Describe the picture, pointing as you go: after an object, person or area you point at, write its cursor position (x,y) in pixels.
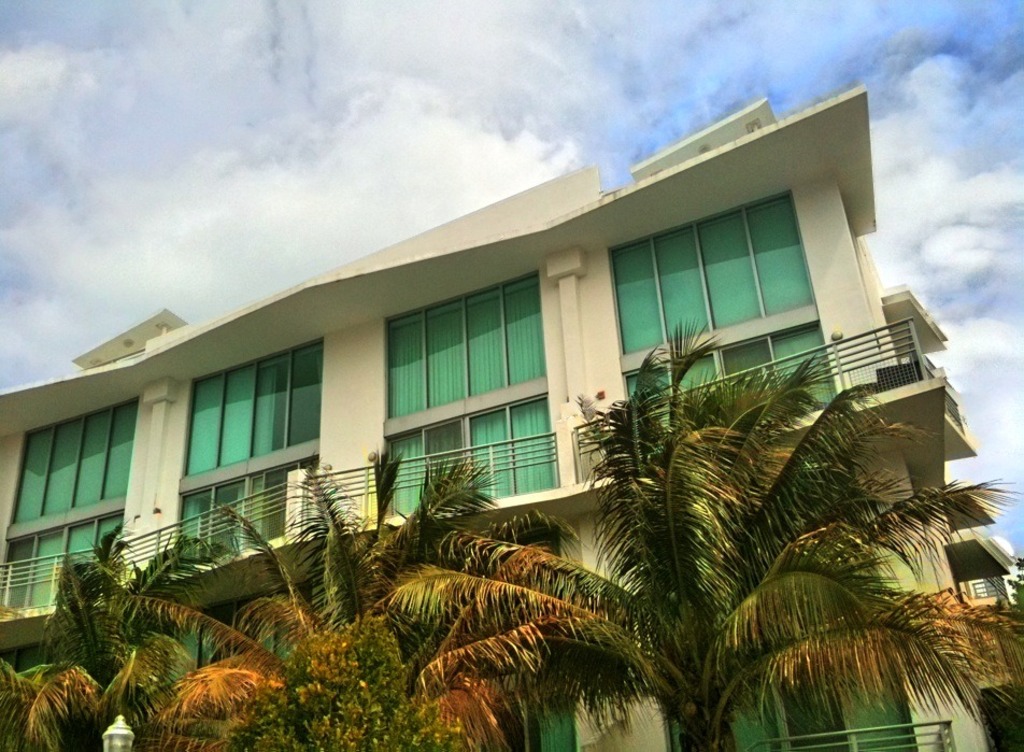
In this image there is a building (505,377). There are glass windows (243,424) and a railing (499,459) to the building (515,471). In front of the building (549,496) there are trees (677,639). At the top (226,92) there is the sky (929,104).
